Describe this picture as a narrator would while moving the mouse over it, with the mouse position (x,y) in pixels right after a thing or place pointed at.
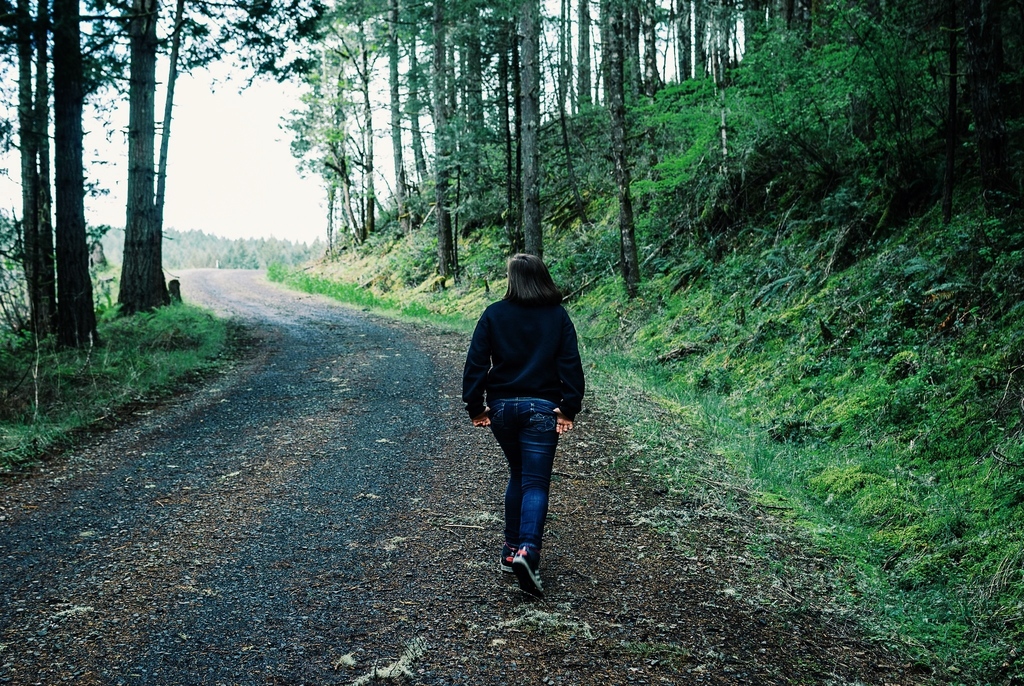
In this picture I can see a woman (515,326) is walking on the road (458,449). The woman (514,382) is wearing black color top (501,381) and blue jeans (509,437). Here I can see trees (662,164), plants (745,190) and the grass (882,398). In the background (365,201) I can see the sky (261,154).
